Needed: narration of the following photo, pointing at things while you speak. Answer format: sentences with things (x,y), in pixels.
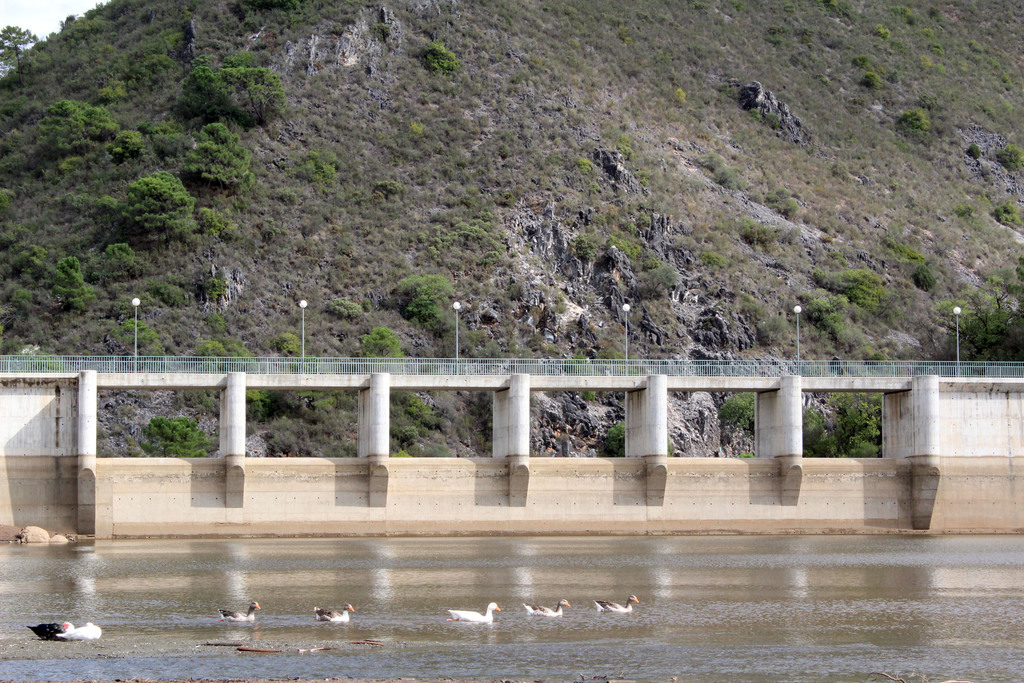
In the center of the image (372,360) we can see a bridge (543,390), railing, poles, lights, wall (425,520), pillars (526,395). In the background of the image (438,334) we can see the hill (566,119), trees (206,153). In the top left corner (33,6) we can see the sky (33,6). At the bottom of the image (538,606) we can see the ducks (76,631) in the water (565,563).
